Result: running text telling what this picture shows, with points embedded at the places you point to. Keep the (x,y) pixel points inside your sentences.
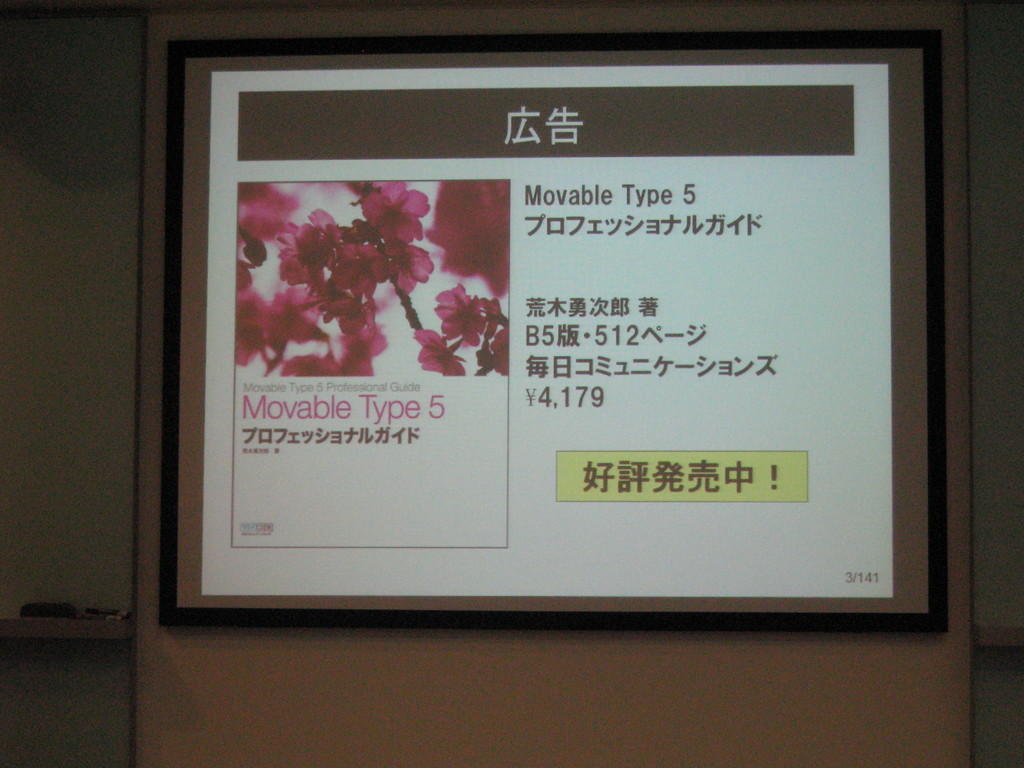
In this image we can see a screen (700,125) on which we can see picture of flowers (491,372) and some text (710,366) on it.
